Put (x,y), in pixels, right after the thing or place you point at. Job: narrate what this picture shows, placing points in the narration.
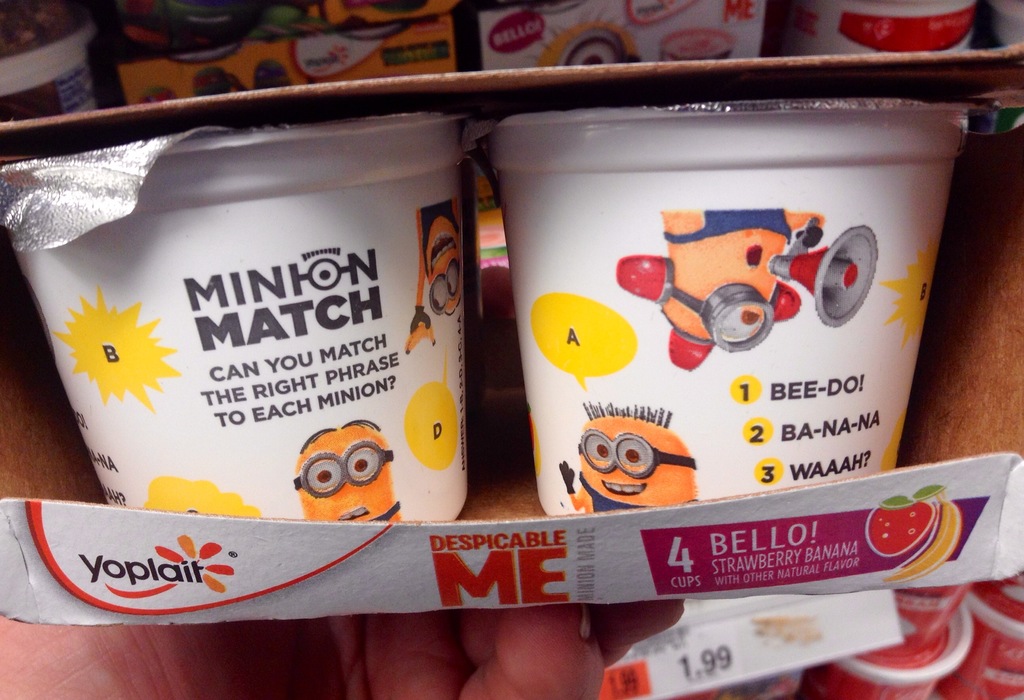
In this picture we can see two cups (622,344) present in a box (1014,364), in the background (666,37) there are some boxes (720,34) and cups (875,26), we can see a price tag (798,656) here.
